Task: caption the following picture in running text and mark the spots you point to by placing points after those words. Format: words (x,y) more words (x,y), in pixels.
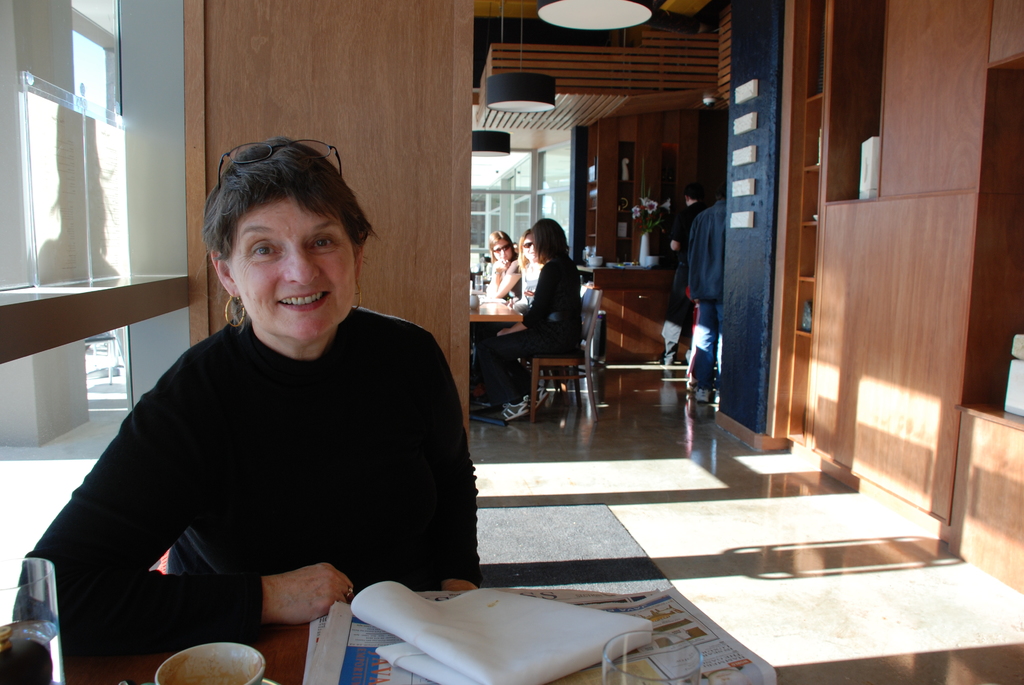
On the background (500,194) we can see windows (529,211). Here we can see persons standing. This is a flower vase (655,208) on the table (644,274). Here we can see women (544,286) sitting on chairs (554,353) in front of a table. This is a floor (629,421). Here we can see one women (313,338) smiling, wearing a black colour full sleeve length shirt (252,445) sitting in front of a table (355,631) and on the table (453,665) we can see a white cloth (550,626), news paper (685,633), glass (666,658), cup (254,667) and saucer (264,684) and a glass (31,599) with drink (33,631) in it.
